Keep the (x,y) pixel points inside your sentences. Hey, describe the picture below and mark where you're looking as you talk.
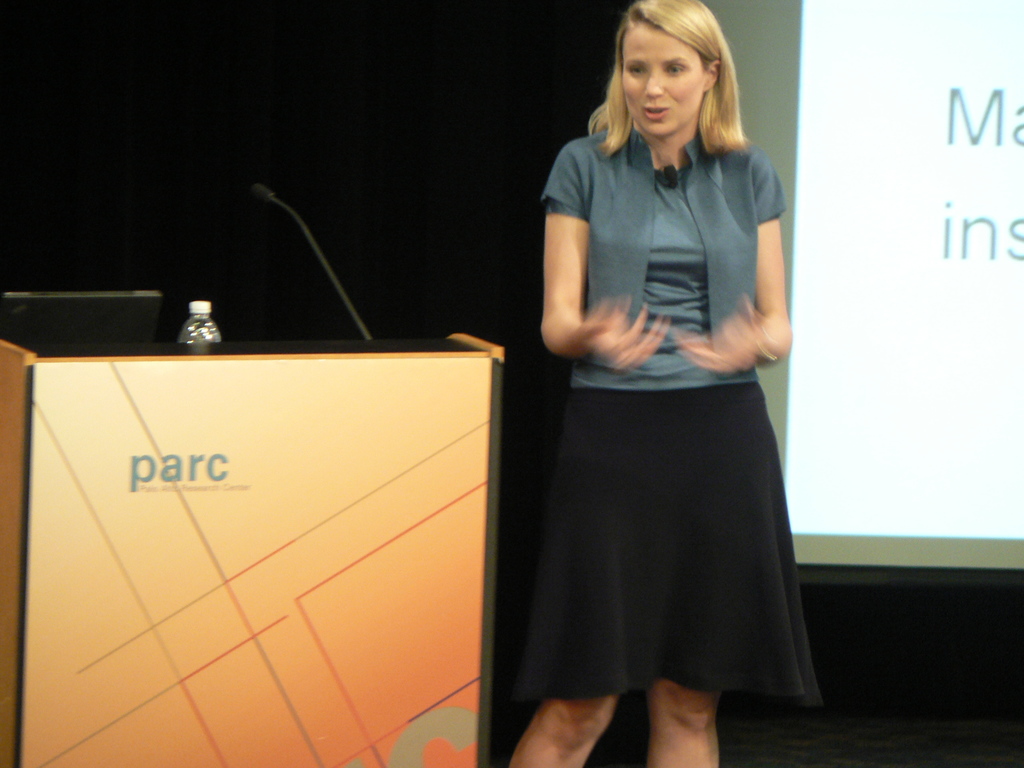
This image is taken indoors. In the background (542,131) there is a wall (462,141) and there is a projector screen (891,174) with a text (953,90) on it. On the left side of the image (94,330) there is a podium (163,575) and there is a laptop (150,334) and a water bottle (218,331) on it. In the middle of the image (627,325) a woman (641,301) is standing and talking.
